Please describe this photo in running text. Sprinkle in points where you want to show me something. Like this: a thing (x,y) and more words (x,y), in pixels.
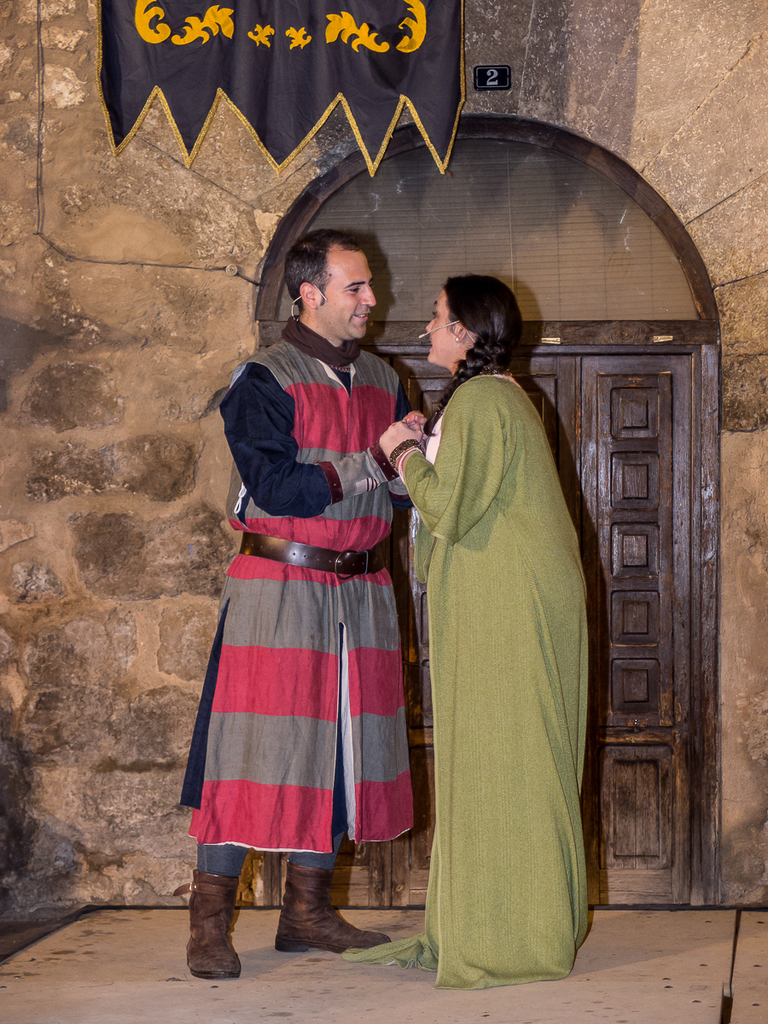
In this image we can see a lady (461,343) holding the hands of a person (287,515), there is a door (686,465) and a cloth (312,117), also we can see the wall (512,59).
